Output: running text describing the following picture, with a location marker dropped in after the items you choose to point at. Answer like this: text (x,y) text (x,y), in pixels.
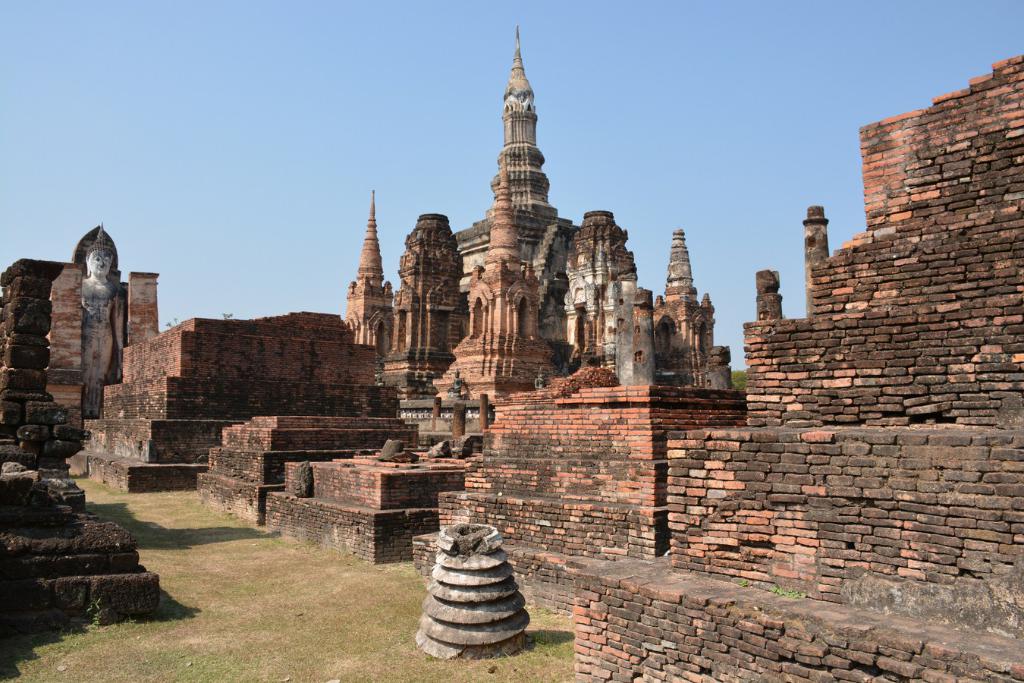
This image consists of walls (396,488) and bricks (509,453). It looks like a temple (447,351). At the bottom (262,601), there is green grass (184,558). At the top (404,152), there is sky (137,219).
